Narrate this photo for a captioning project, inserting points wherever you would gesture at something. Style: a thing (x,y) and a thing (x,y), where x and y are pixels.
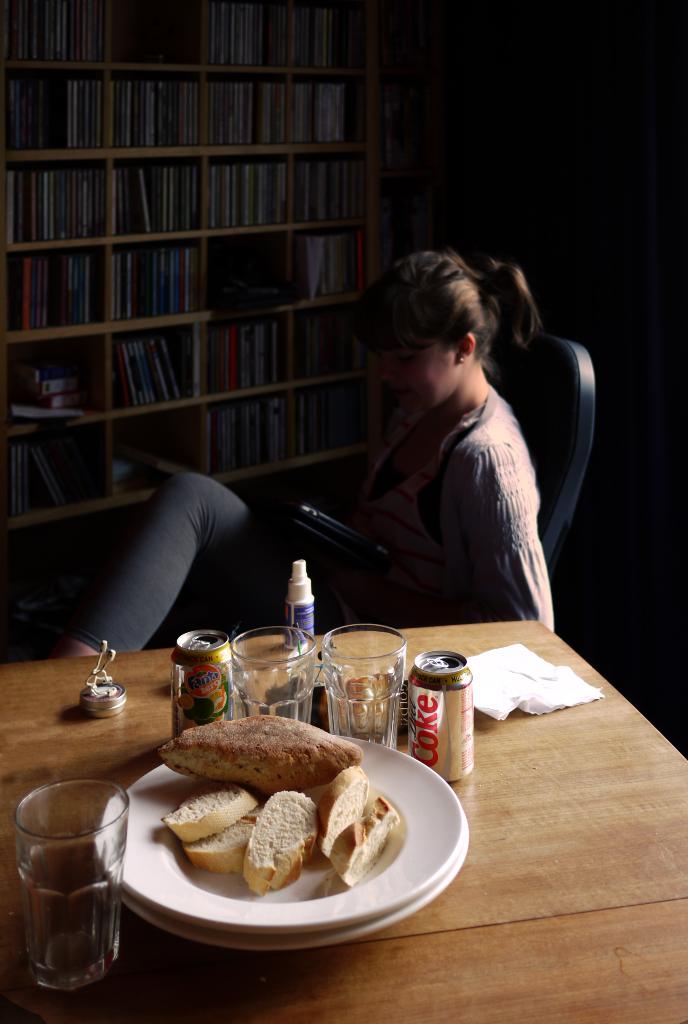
In the picture we can find one woman (498,441) is sitting on the chair (550,445) near to the table (524,744). On the table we can find some toasts (353,787), bread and glass (68,855) on a table (515,749). In the background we can find racks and books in it.
